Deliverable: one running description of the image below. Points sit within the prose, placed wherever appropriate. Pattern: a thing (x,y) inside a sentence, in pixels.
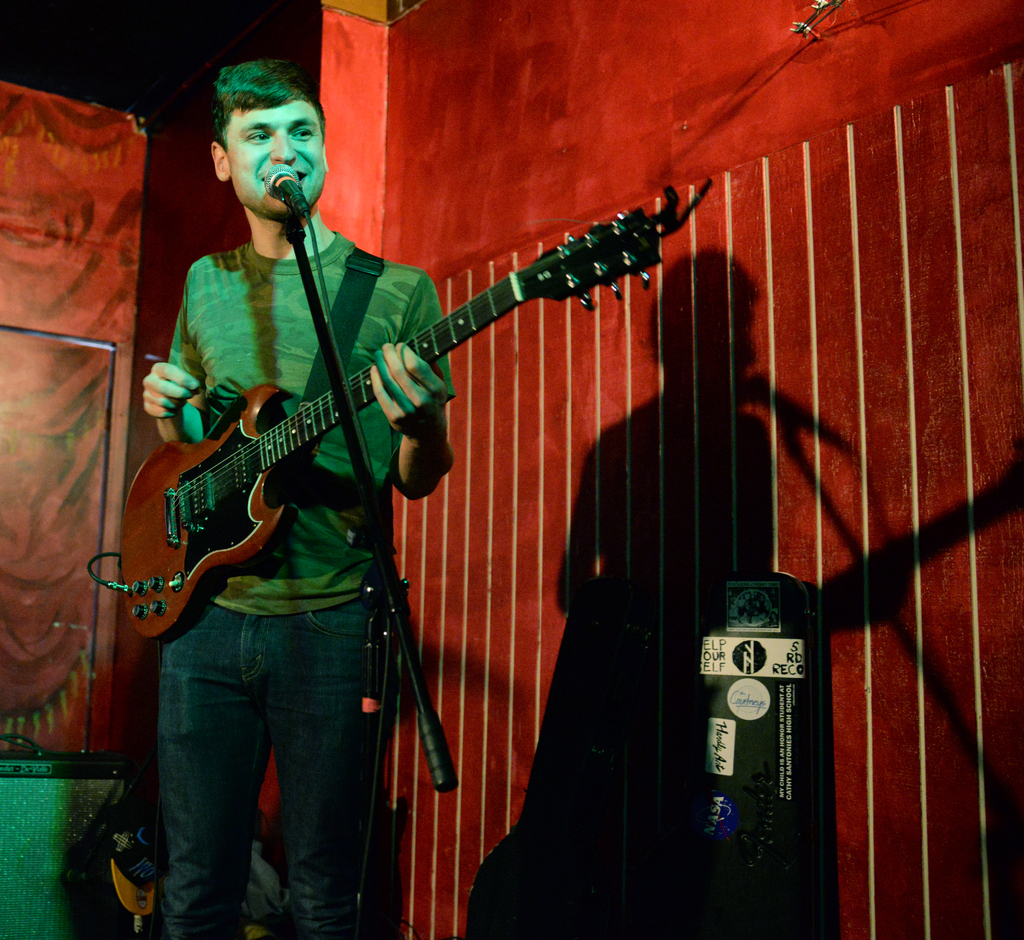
This picture shows a man (256,378) standing and holding a guitar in his hand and singing with the help of a microphone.
